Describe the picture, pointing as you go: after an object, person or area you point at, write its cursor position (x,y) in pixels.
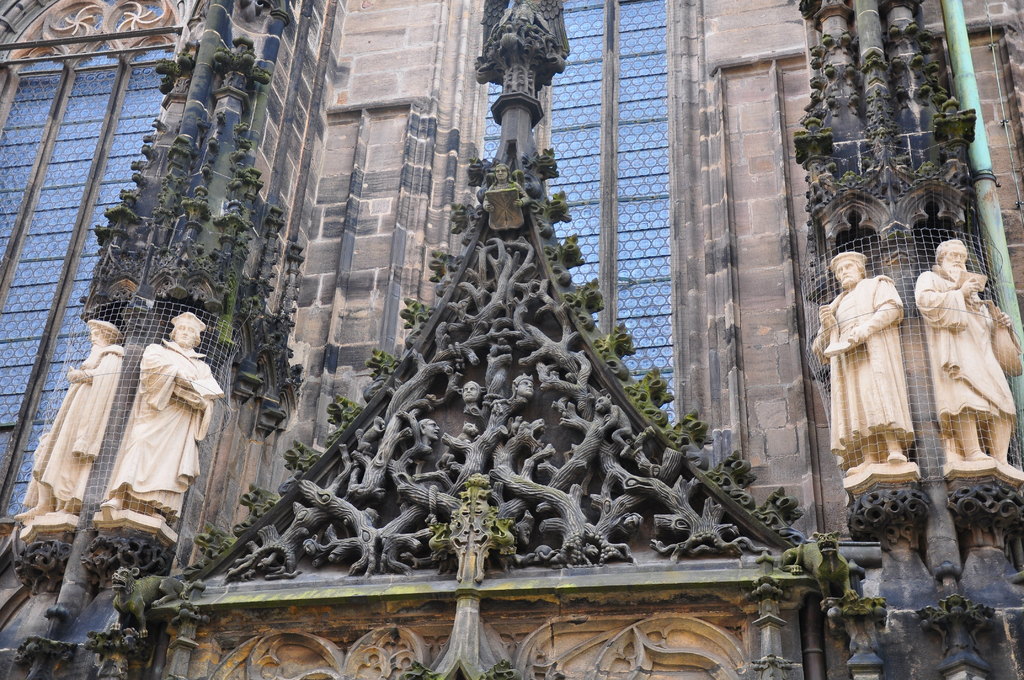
In this image there is a building (625,199) having windows (59,363). There are sculptures (576,416) on the wall (782,401).
